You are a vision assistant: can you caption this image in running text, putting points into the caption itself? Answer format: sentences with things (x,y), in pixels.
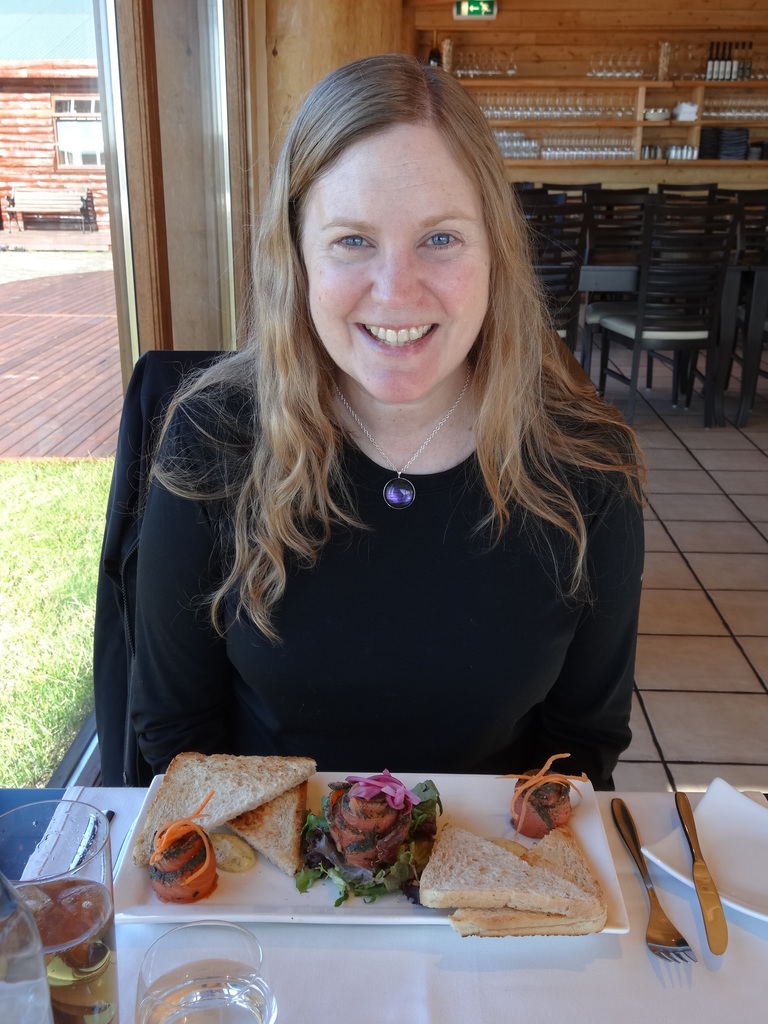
In this image I can see a woman (303,587) wearing black color dress (303,587) is sitting on a chair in front of a table (275,948). On the table (391,992) I can see a plate (306,915) with a food item (311,859) in it, few glasses (198,1008), a fork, a knife (707,882) and few other objects (720,884). I can see few chairs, a table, the floor (681,553) and a window (42,386) through which I can see some grass (35,579), a building (45,156) and the sky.
